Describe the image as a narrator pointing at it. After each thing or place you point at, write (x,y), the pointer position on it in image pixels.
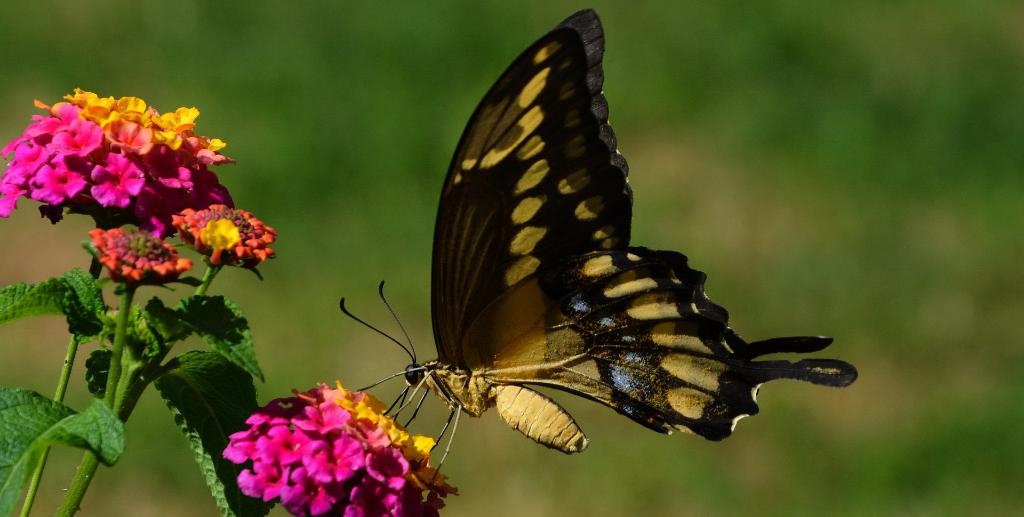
In this picture there is a yellow and black color butterfly (491,349) sitting on the pink flower plant (358,443). Behind there is a blur background (297,231).
